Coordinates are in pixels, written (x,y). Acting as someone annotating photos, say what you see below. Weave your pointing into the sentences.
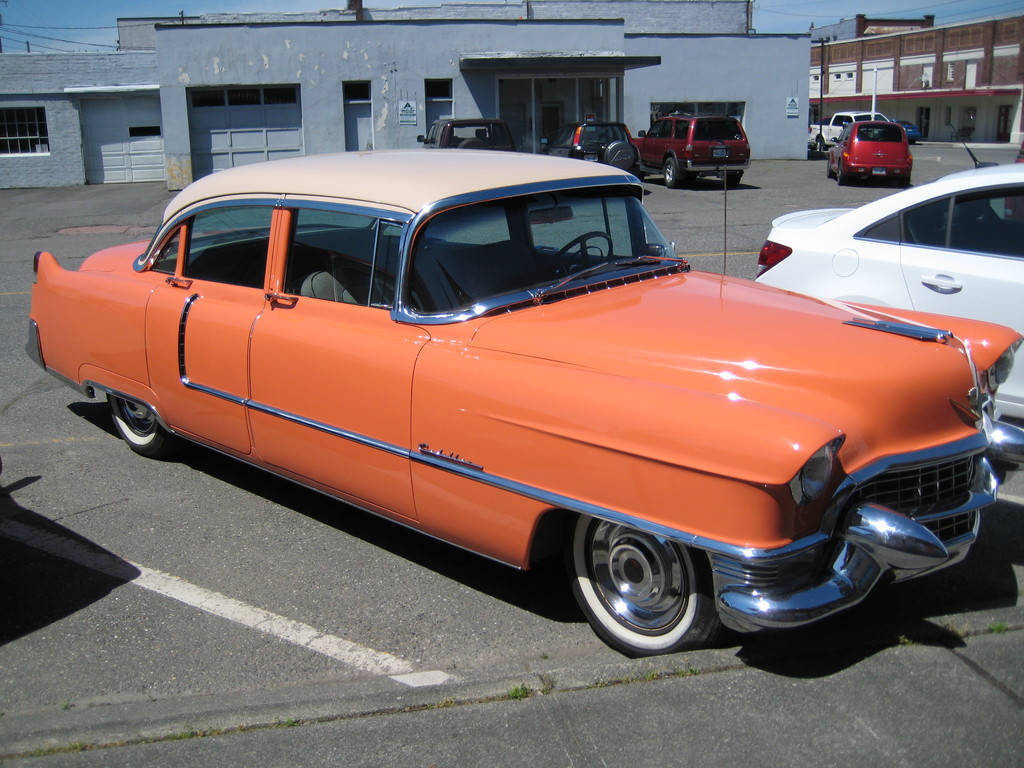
In this image we can see few cars (604,182), buildings (726,89), windows (685,107), poles (875,96), also we can see the sky (63,29).
